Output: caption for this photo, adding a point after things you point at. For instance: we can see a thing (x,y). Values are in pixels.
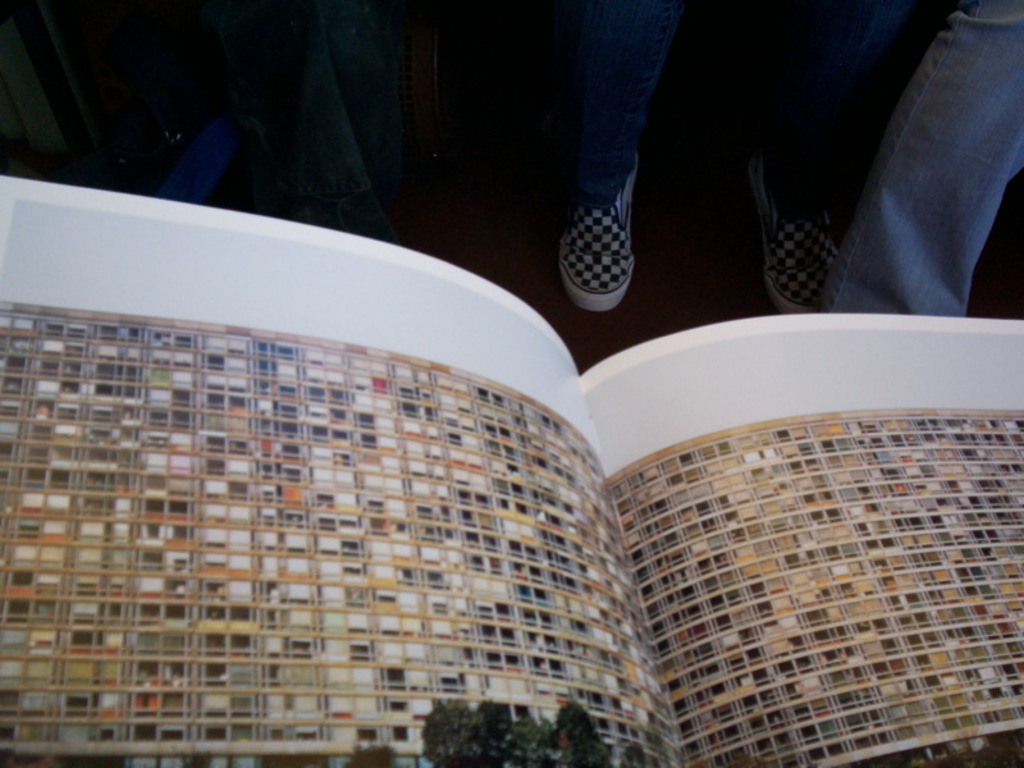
In the image we can see there is a book (637,579) and behind there are people (634,161) standing.
